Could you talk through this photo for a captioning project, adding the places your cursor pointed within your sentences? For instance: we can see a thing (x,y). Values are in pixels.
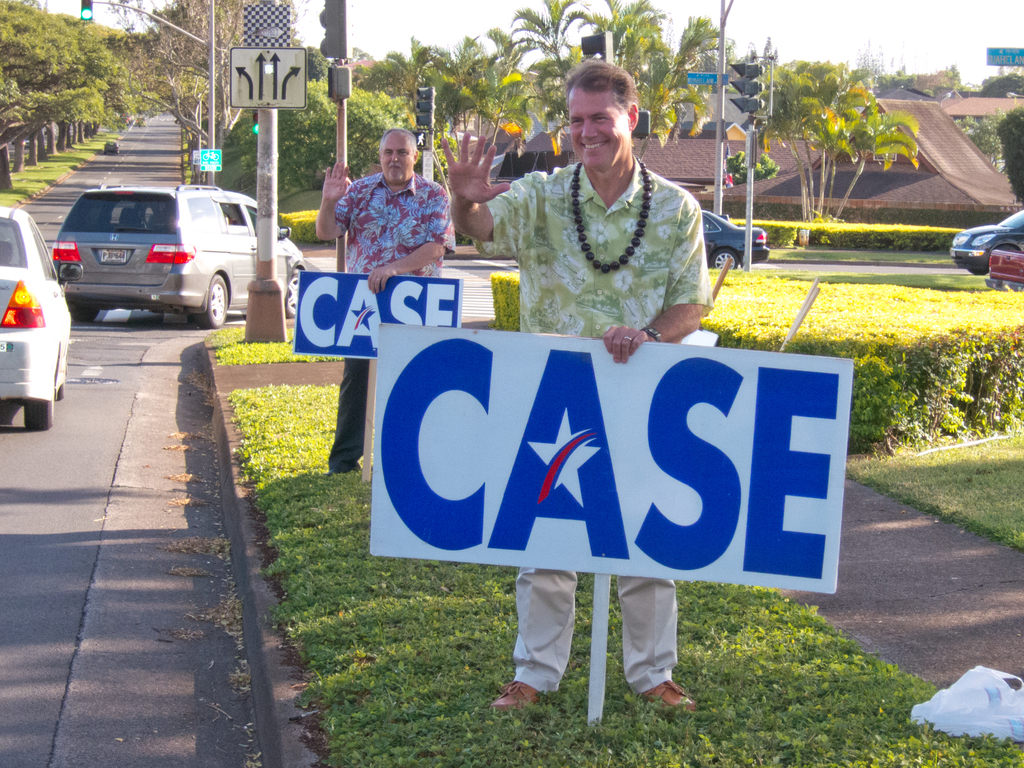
In this picture I can see two persons (476,208) standing and holding the boards (354,315). There are vehicles (13,247) on the road (790,267). I can see poles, lights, boards (275,66), buildings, trees (560,19), and in the background (454,38) there is the sky (895,49).
